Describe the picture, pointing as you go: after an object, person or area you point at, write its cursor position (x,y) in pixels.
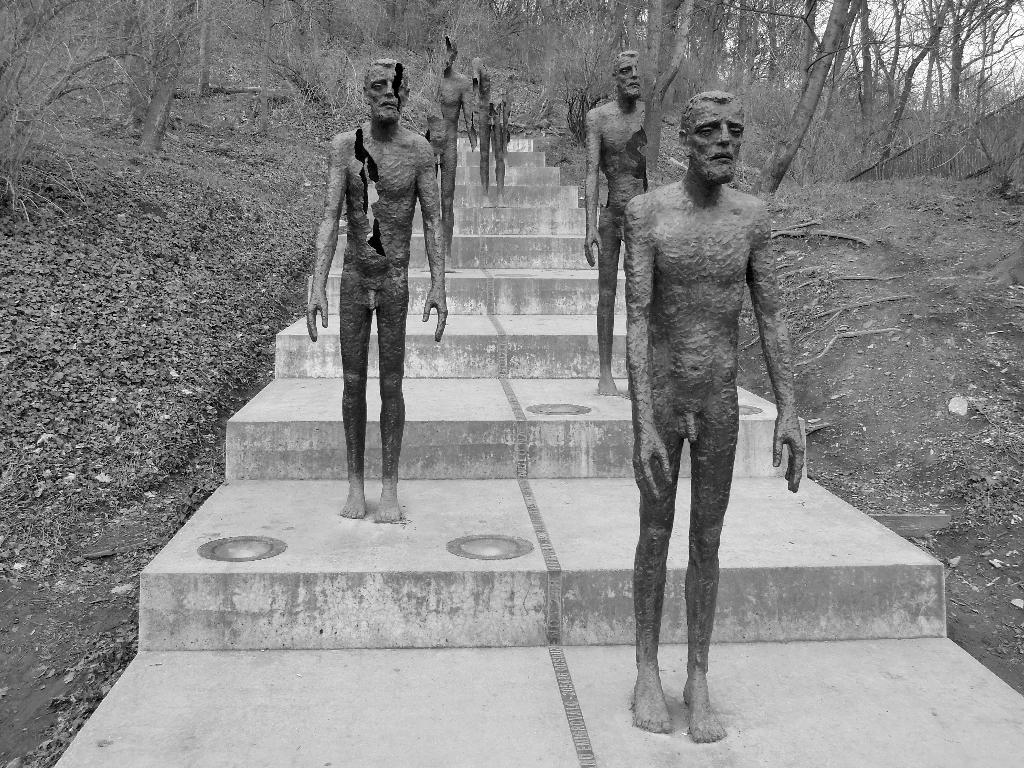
In the center of the picture (372,322) we can see staircase (319,496), on the staircase (754,641) there are sculptures (634,365) of human body (443,162). On the left (165,246) there are dry leaves (91,141), trees (173,45) and soil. On the right (910,217) we can see trees (906,131), roots (860,274), dry leaves (969,448) and soil (903,399). At the top (518,32) there are trees (600,40). At the top (918,24) towards right (895,18) we can see sky (884,5).
